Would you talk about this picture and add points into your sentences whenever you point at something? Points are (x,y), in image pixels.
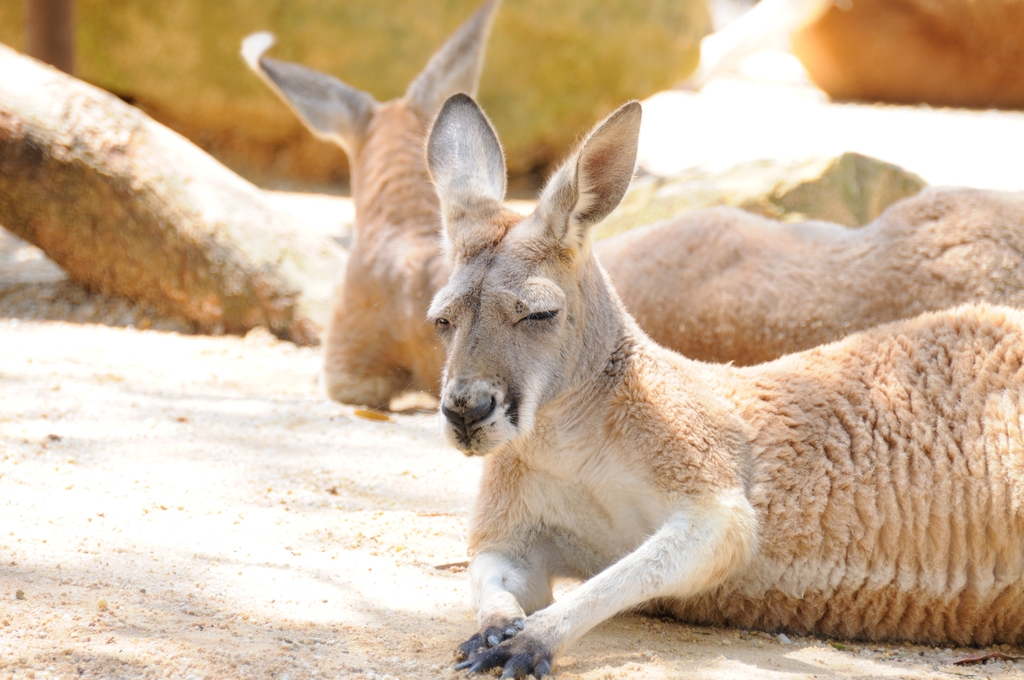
In the picture I can see few kangaroos (647,321) sitting on a sand ground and there are some other objects (174,62) in the background (163,62).
